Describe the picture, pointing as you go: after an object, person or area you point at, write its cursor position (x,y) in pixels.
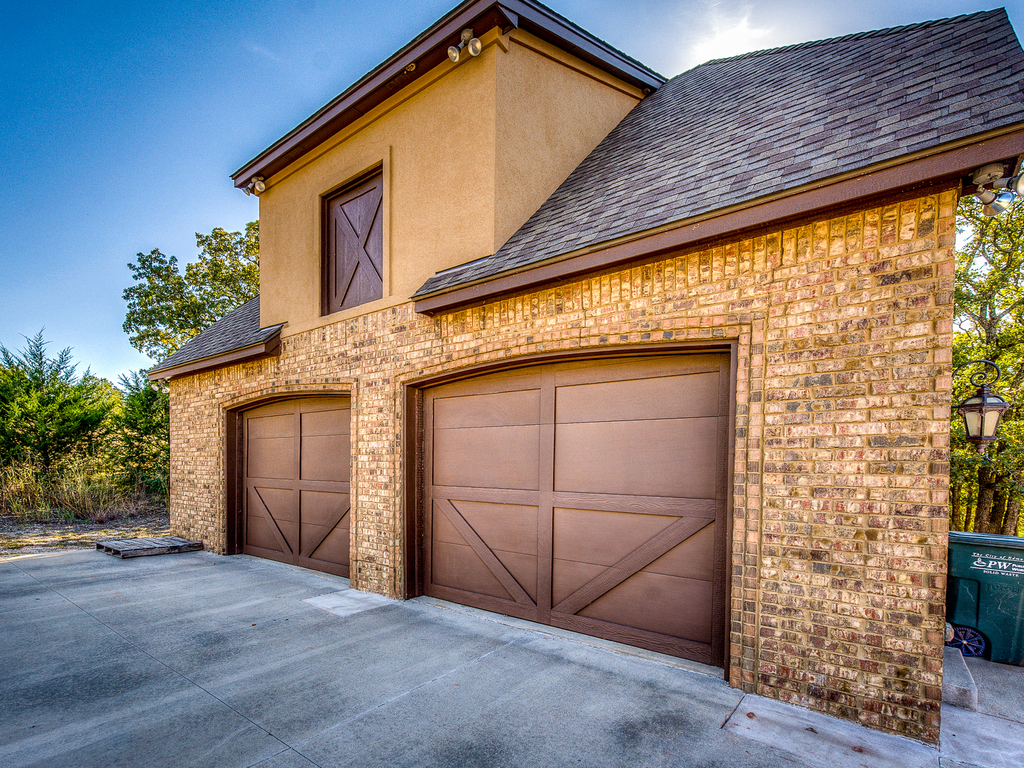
In this image we can see a house (669,245). In the background of the image (115,169) there are trees (11,401) and the sky (760,38). On the right side of the image (987,336) there is a light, moving bin (1010,571), trees (957,494) and other objects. At the bottom of the image (401,692) there is the floor (324,726).
